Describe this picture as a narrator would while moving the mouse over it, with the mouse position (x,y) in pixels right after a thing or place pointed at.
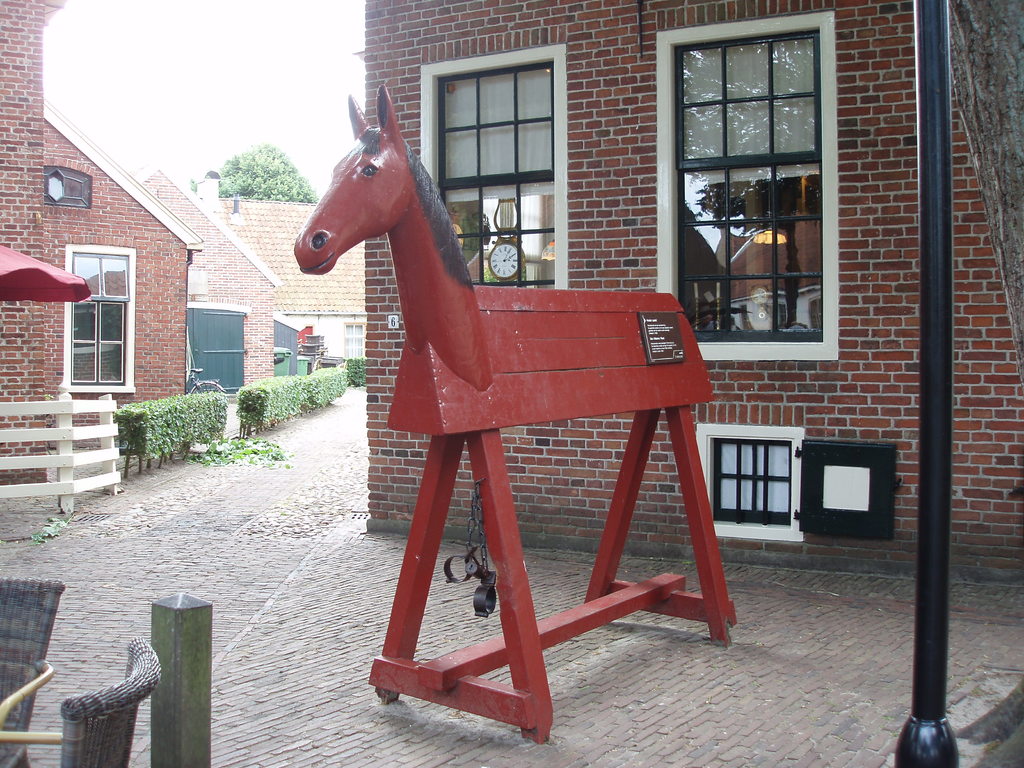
In the center of the image (468,295) we can see a wooden horse (503,412). In the background of the image (705,102) we can see buildings (703,150), windows (705,201), glass (478,258), clock (492,264), door (203,346), bushes (138,408), fencing (80,431), tent (19,267) are there. At the bottom of the image (324,679) ground (348,643), pole (178,634), chairs (129,658) are there. At the top of the image (258,125) tree (284,156) and sky (239,84) are there.
